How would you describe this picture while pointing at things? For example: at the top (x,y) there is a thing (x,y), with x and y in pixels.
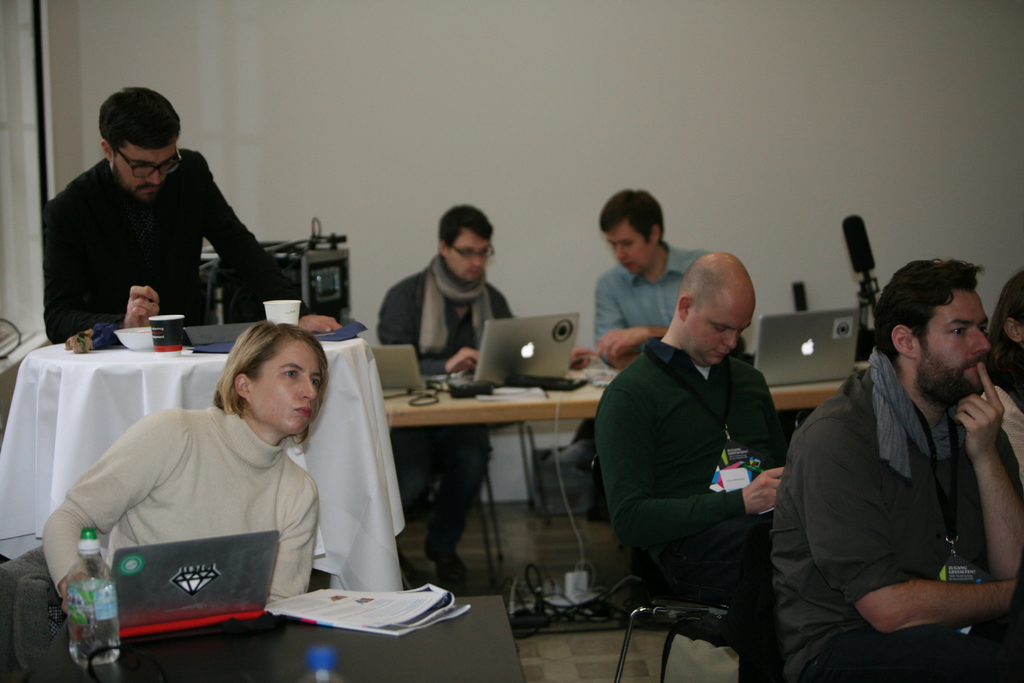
In this image, we can see a group of people (474,328). Few are sitting on the chairs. On the left side of the image (167,275), a person (117,266) is standing behind the table (172,373). This table (184,385) is covered with white cloth (359,391). Few objects (98,348) are placed on it. In this image, we can see laptops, bottles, tables (475,661) and few things (457,394). At the bottom (547,641), there is a floor (581,531). Background (573,124) we can see the wall (510,109).
